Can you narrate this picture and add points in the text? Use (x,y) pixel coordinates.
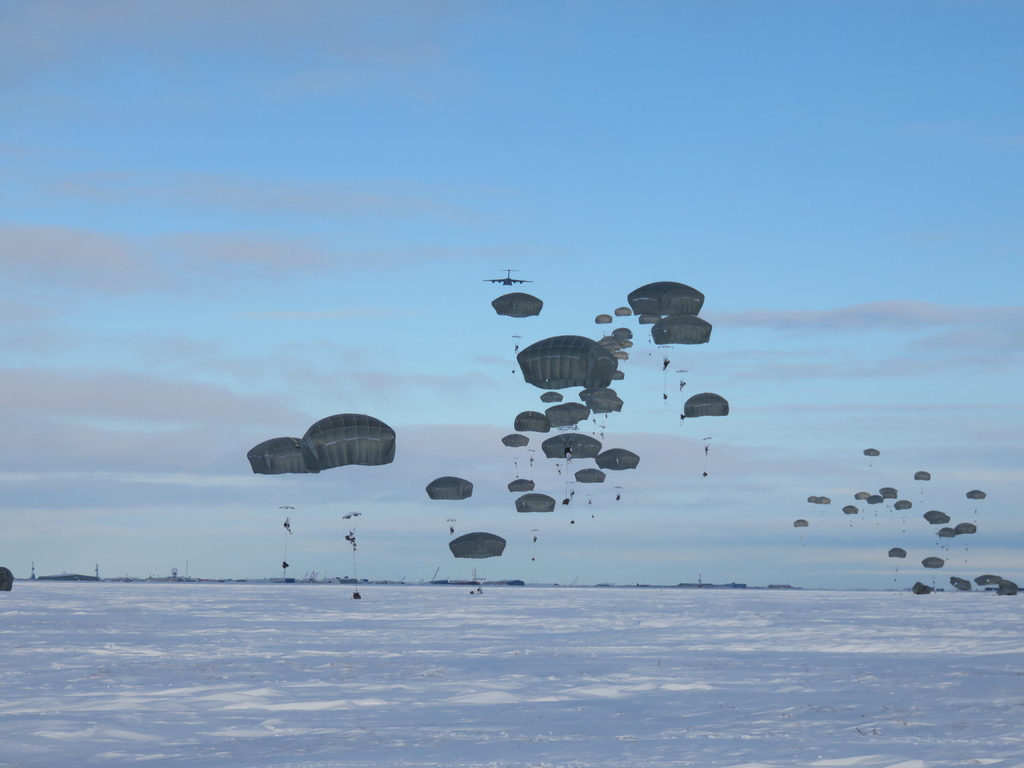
In this image I can see ground (405,644) full of snow (877,729). I can also see an airplane (516,282) and number of parachutes (507,294) in air (777,431). In the background (689,229) I can see clouds (895,318) and the sky (534,110).
